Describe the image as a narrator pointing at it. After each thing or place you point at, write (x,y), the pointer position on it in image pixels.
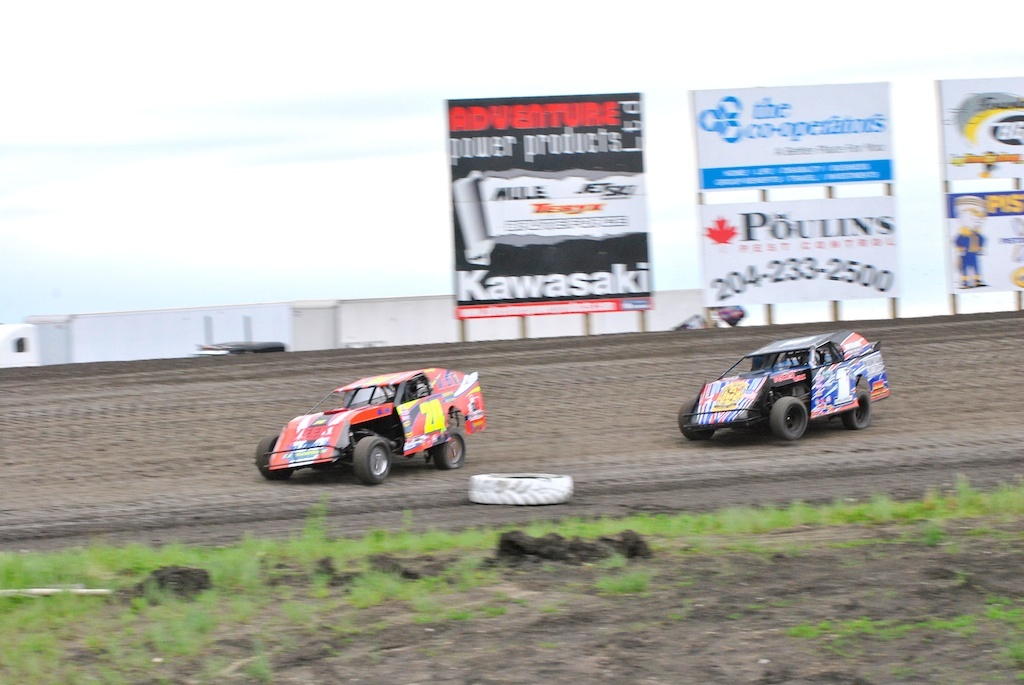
In the center of the image (412,379) there are vehicles (820,406) on the racing track (417,454). At the bottom of the image (128,618) there is grass (269,625). In the background of the image (726,281) there are advertisement boards (537,246). There is wall (102,328). There is sky (155,143).
